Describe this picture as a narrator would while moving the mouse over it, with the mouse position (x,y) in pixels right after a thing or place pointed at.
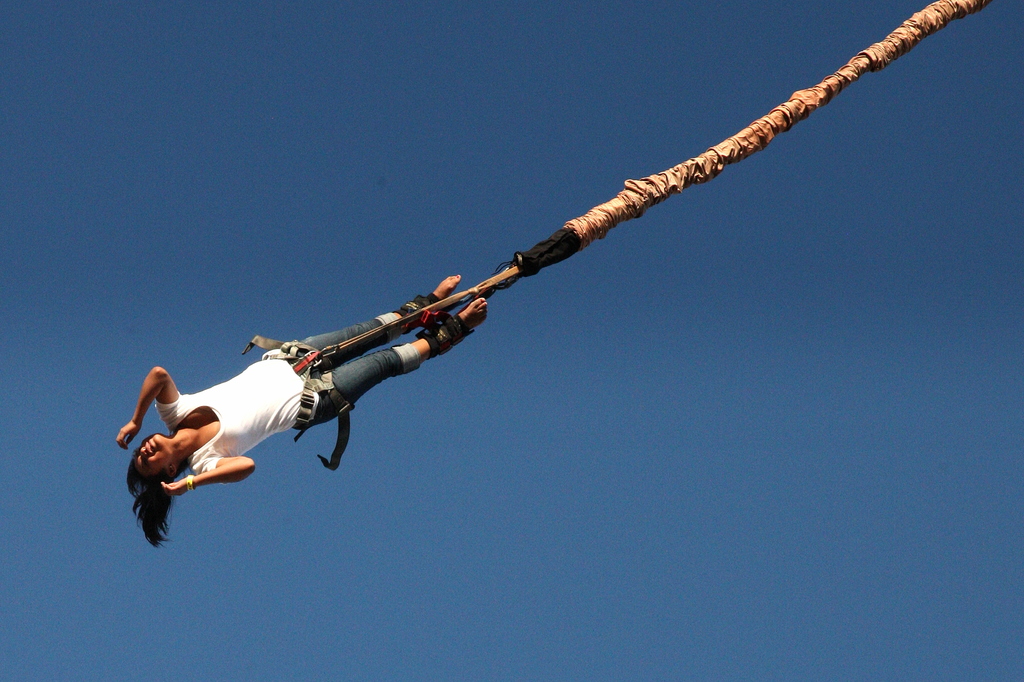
This image consists of a woman (244,419) wearing a white T-shirt (260,416). She is tied to a rope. It looks like a bungee jumping. In the background (606,552), we can see the sky (359,193).
